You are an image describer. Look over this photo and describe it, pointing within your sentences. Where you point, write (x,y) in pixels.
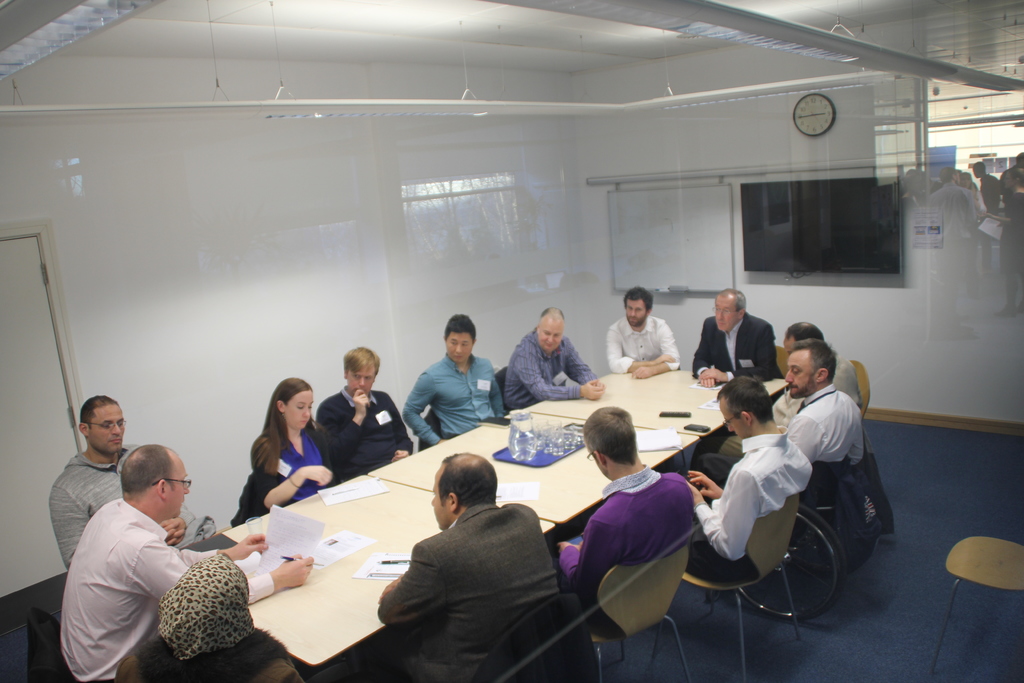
This is a picture taken in a room (568,380), there are a group of people (383,412) sitting on a chair (633,618) in front of these people (390,611) there is a table (314,608) on the table (325,602) there are paper (293,552), pen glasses (540,447) and mobile (700,427). Behind the people (747,385) there is a wall (356,259) with a clock (803,120).
